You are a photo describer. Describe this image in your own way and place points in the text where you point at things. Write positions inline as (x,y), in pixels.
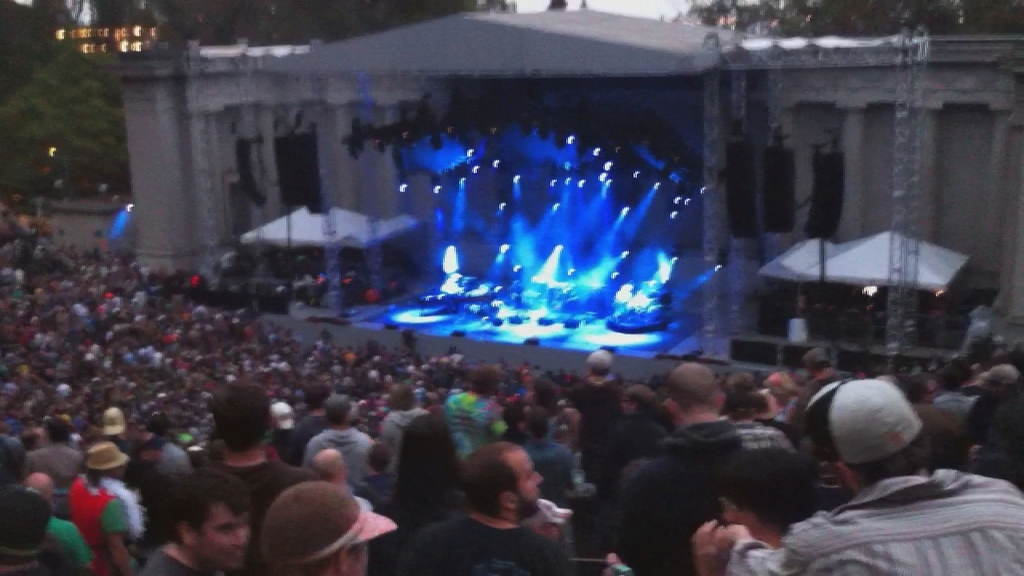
In this image I can see at the bottom (188,457) a group of people (498,402) are there, in the middle (633,341) there are lights (584,279) on the stage (575,269), at the back side (872,174) there are buildings (866,185). On the left side (110,104) there are trees (110,104).
